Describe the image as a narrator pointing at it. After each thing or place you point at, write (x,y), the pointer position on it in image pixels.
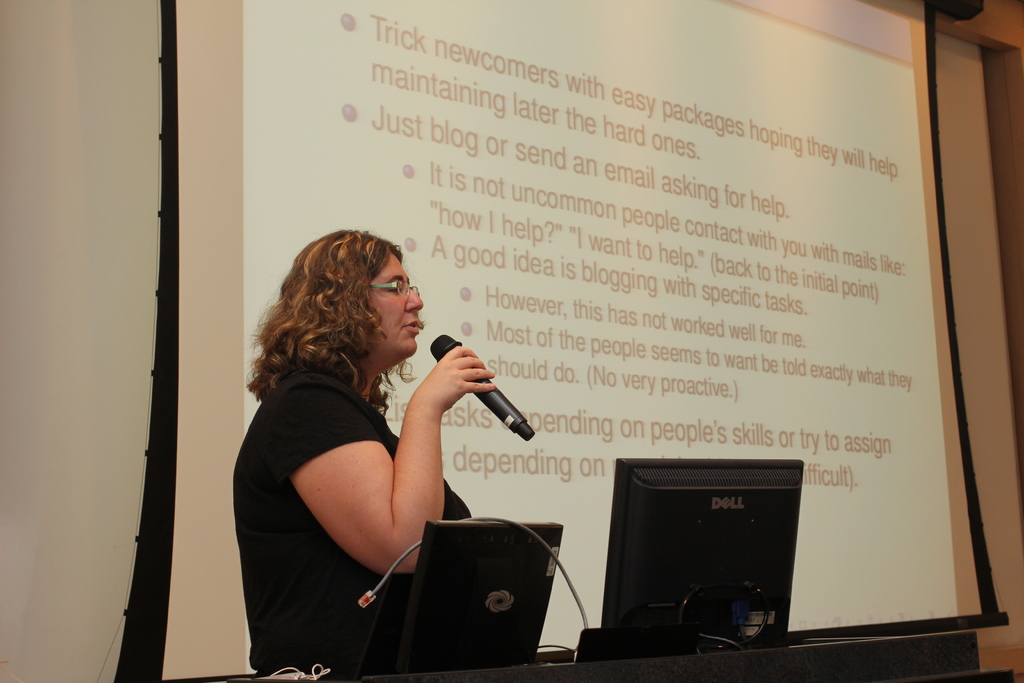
In this image I can see the person (344,479) standing in-front of the podium (625,677) and holding the mic (506,401). On the podium (586,678) I can see the monitor (682,569) and the laptop (464,645). In the background (532,162) I can see the screen (510,230) and the wall (85,253).
